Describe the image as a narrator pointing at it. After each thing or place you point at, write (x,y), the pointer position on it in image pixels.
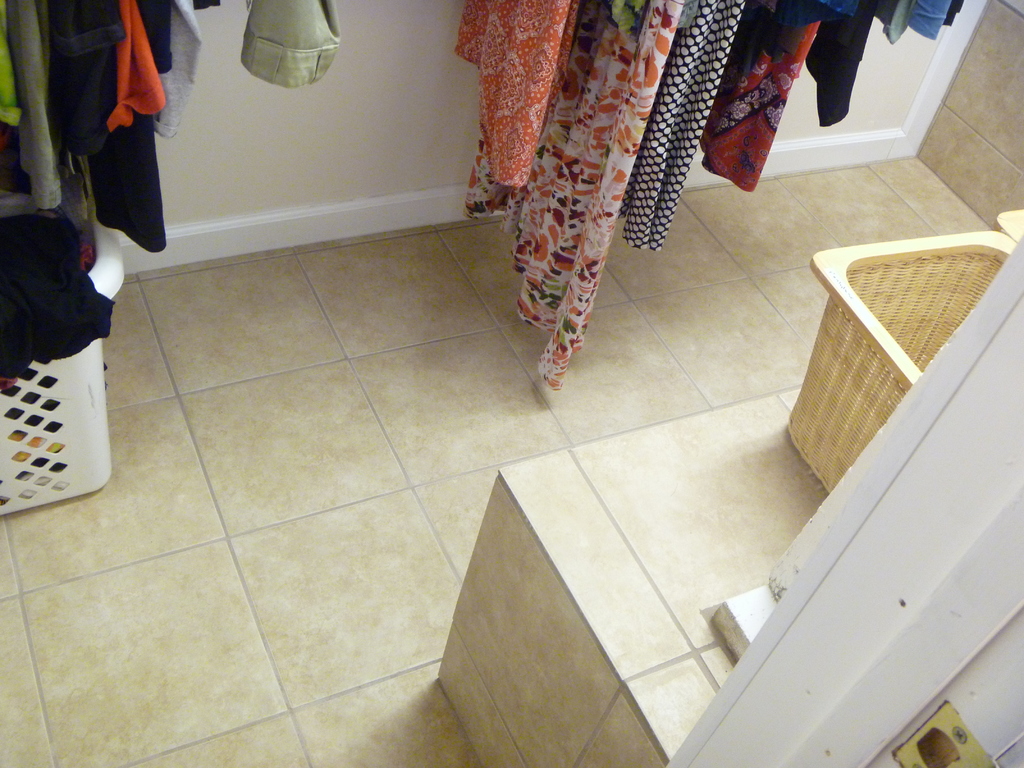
In the foreground (989,278) I can see baskets (98,278), wall (211,89) on which clothes (164,89) are hanged. This image is taken in a room (529,364).
